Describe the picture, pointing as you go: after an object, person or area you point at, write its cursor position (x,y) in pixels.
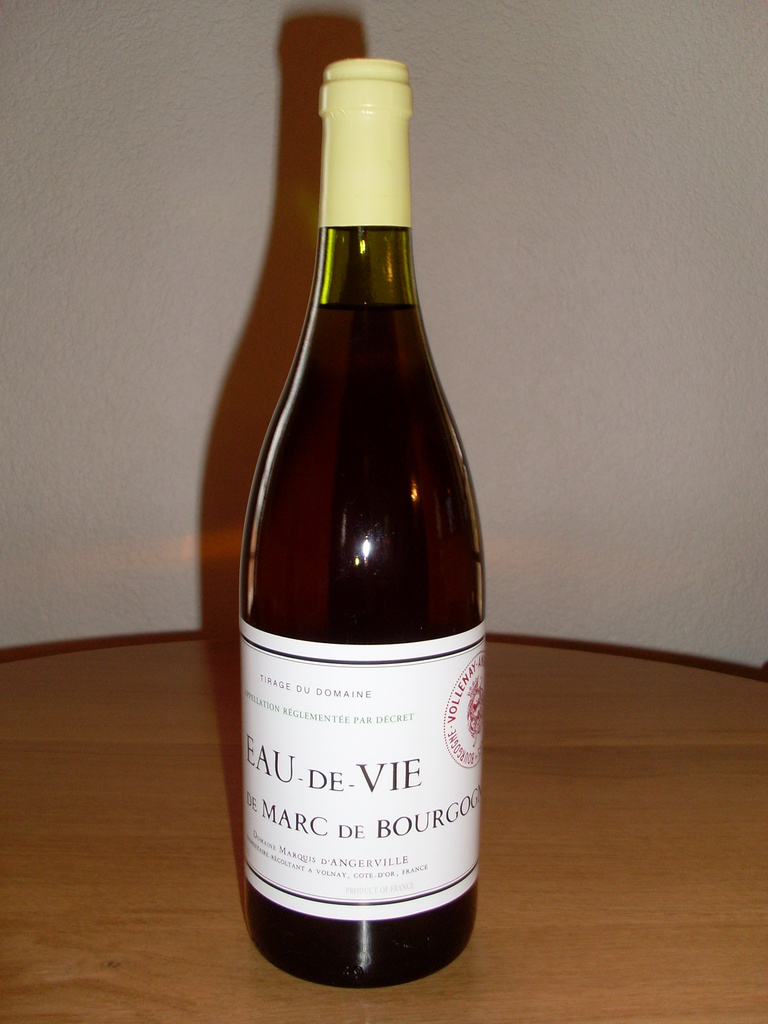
In this picture we can see bottle (444,688) with sticker (326,781) to it and this is placed on a wooden table (655,812) and in background (208,142) we can see wall (519,180).
